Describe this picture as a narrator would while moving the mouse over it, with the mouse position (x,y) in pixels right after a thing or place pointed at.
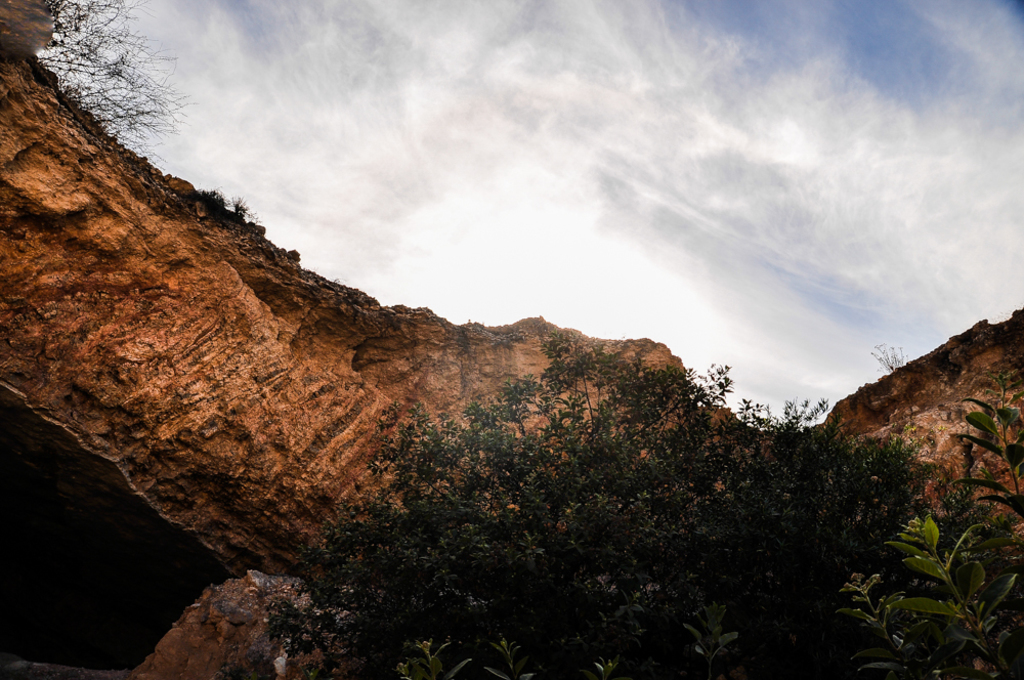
This picture is clicked outside. In the foreground (556,568) we can see the plants (592,522) and the rocks (268,477). On the left (81,600) we can see a cave like object (136,557). In the background (390,274) we can see the sky (740,208) with the clouds (832,327) and we can see the dry stems (116,75).
